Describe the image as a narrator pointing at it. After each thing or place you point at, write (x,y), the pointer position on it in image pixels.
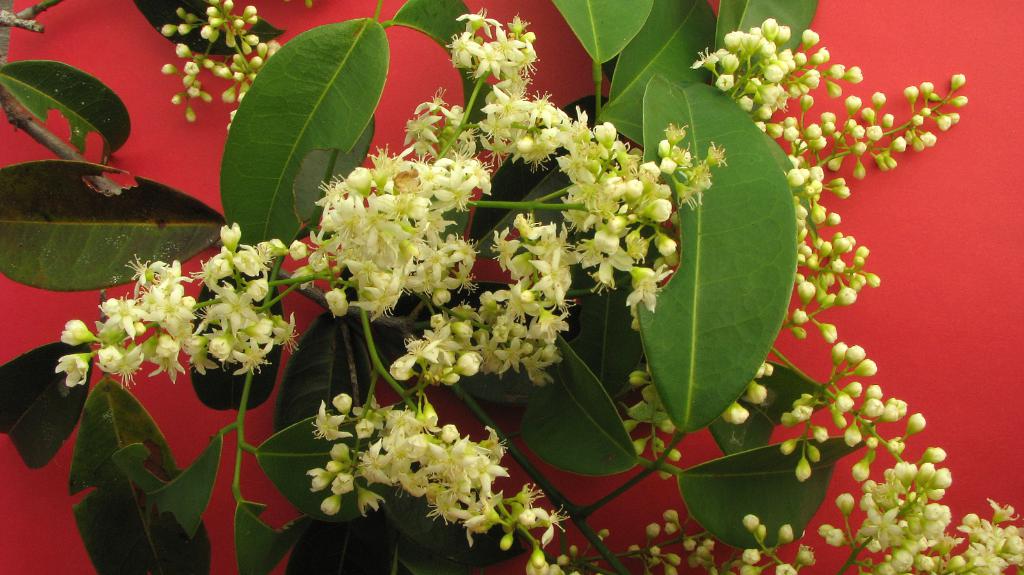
In the picture I can see flower plants (489,339) on a red color surface (583,82). These flowers (508,335) are white in color.
